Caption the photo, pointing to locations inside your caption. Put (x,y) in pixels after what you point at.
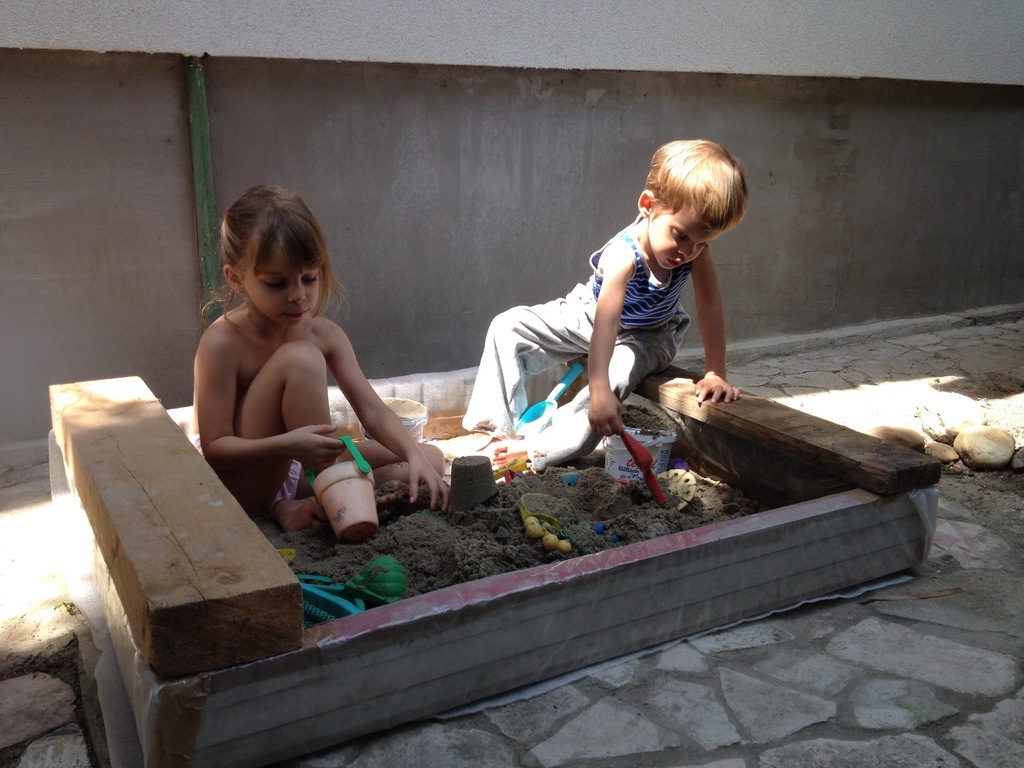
In the center of the image (605,338) we can see children (241,372) playing with mud (512,485). There are toys (339,498). In the background (499,217) there is a wall (637,106).
